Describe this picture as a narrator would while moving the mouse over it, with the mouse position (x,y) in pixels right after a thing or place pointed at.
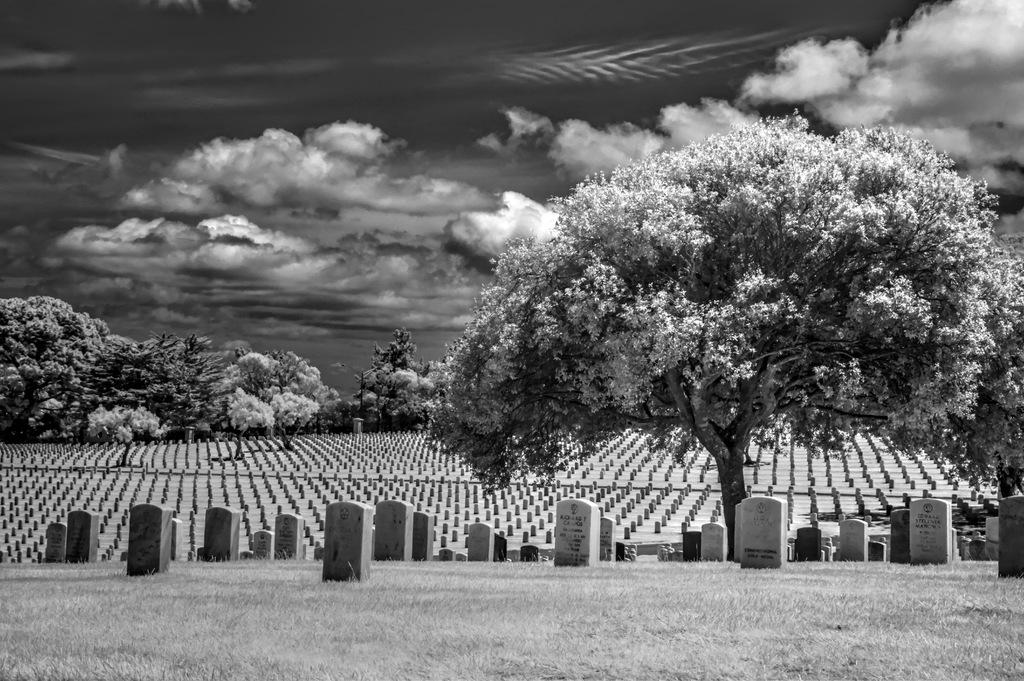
In this image in the foreground (901,565) there are cemeteries (422,545), at the bottom (421,590) there is grass (612,600) and in the background (561,357) there are some trees (503,358). And on the top of the image (846,73) there is sky (281,293).
